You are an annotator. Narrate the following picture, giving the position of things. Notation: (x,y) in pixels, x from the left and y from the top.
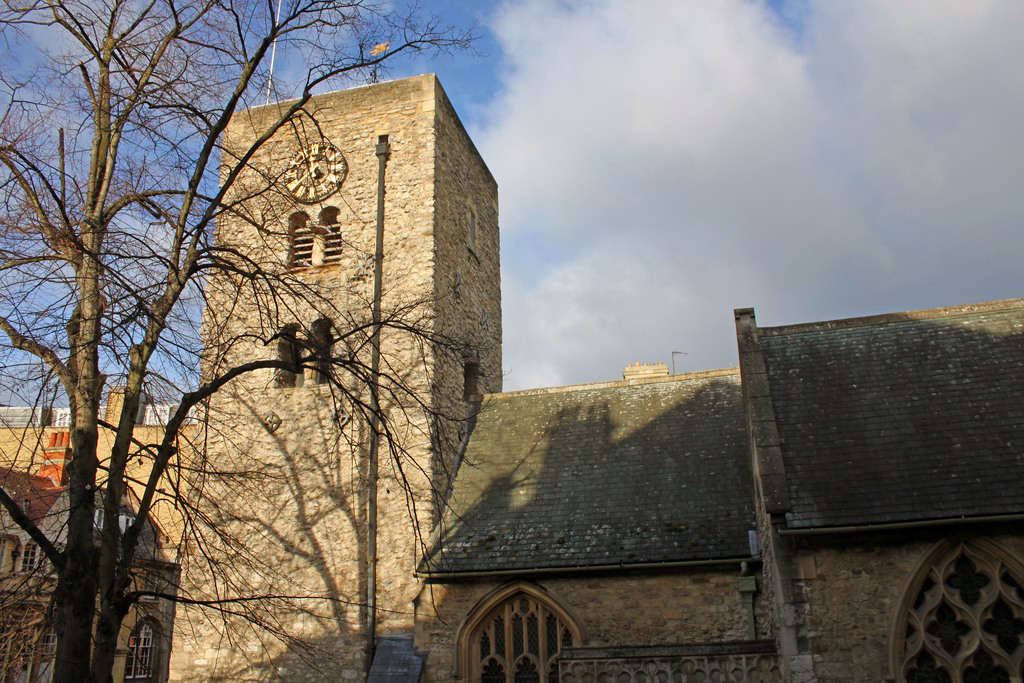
In this image I can see few buildings (316,430) which are brown, green, orange and white in color. I can see few windows (330,210), a pipe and a tree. In the background (30,239) I can see the sky (739,139).
